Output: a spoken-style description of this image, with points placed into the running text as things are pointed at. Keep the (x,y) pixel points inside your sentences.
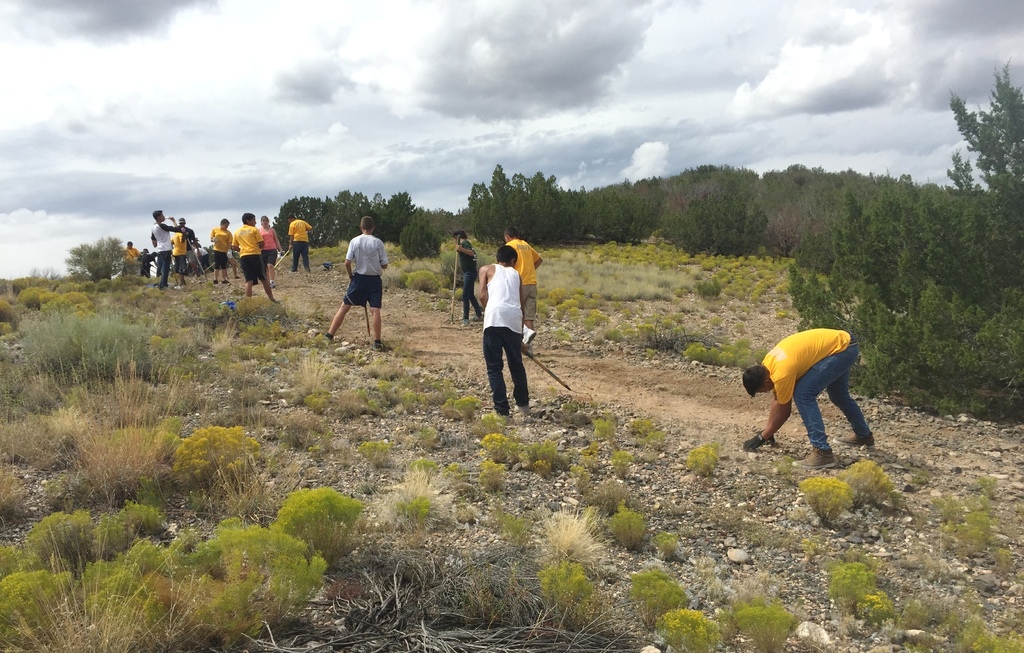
In the picture we can see a hill (572,397) with grass plants (32,367) and stone path (596,381) and some people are standing and cleaning the surface (594,368) and behind them, we can see plants (85,293), trees (1001,183) and in the background (442,80) we can see a sky (473,70) with clouds (669,18).
